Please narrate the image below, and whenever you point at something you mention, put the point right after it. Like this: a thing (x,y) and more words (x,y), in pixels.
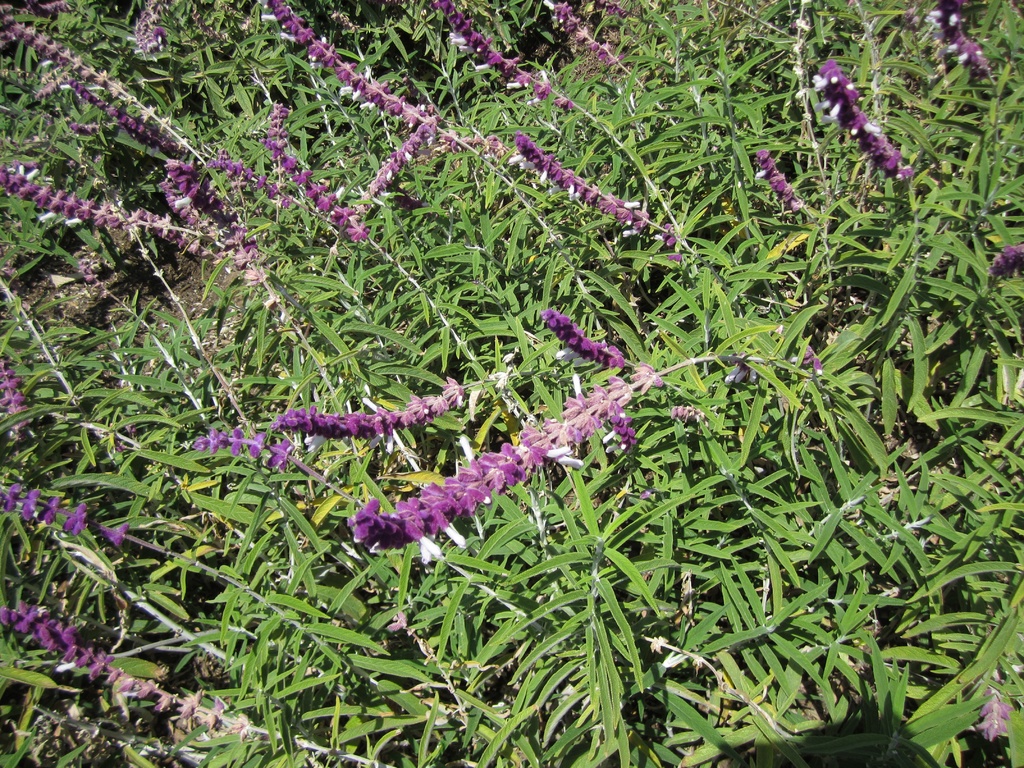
In this picture we can see purple color flower plant (418,411) grown in thick grass (822,614).
